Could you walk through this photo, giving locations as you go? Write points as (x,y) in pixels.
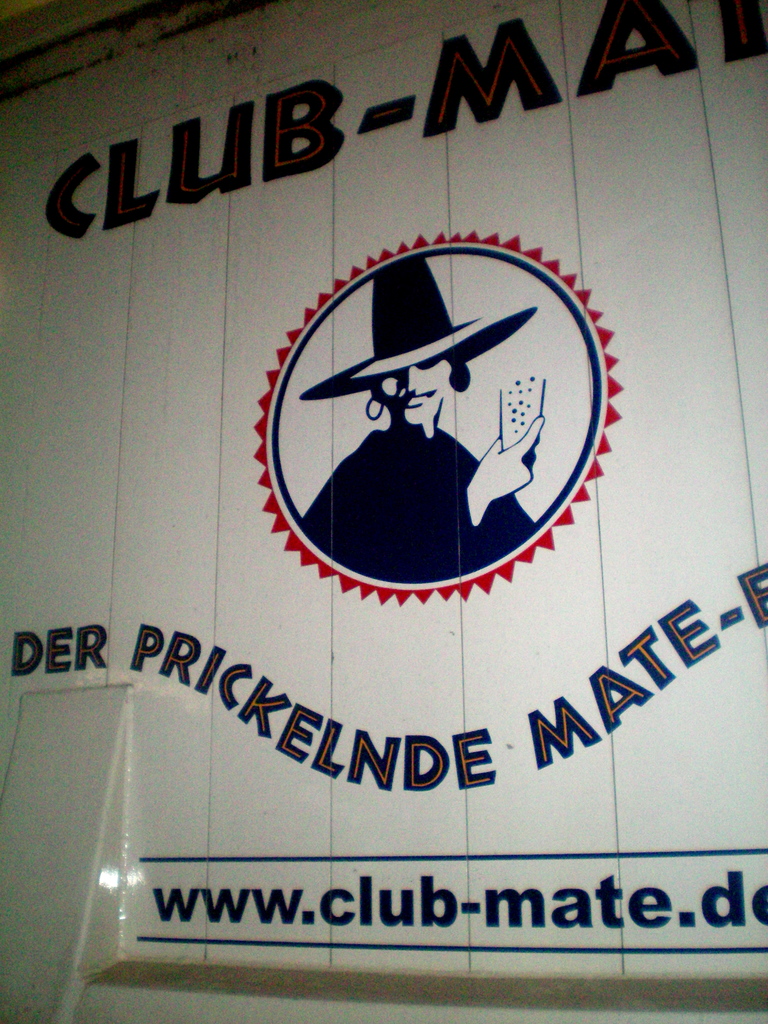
Here, there is a white color wall (55,461), on that wall (70,269) there is CLUB-MATE is written, and DER PRICKELNDE MATE is written on the wall (610,780).
